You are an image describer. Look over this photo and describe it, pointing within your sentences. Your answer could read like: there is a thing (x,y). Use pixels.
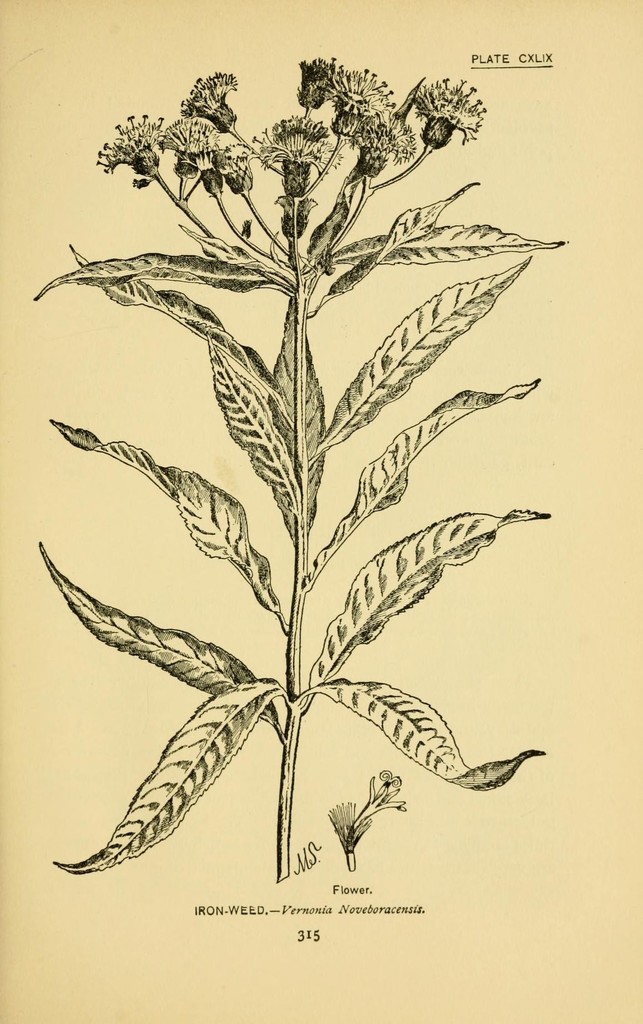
In the picture we can see the plant (193,746) with flowers diagram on the paper (184,897).
